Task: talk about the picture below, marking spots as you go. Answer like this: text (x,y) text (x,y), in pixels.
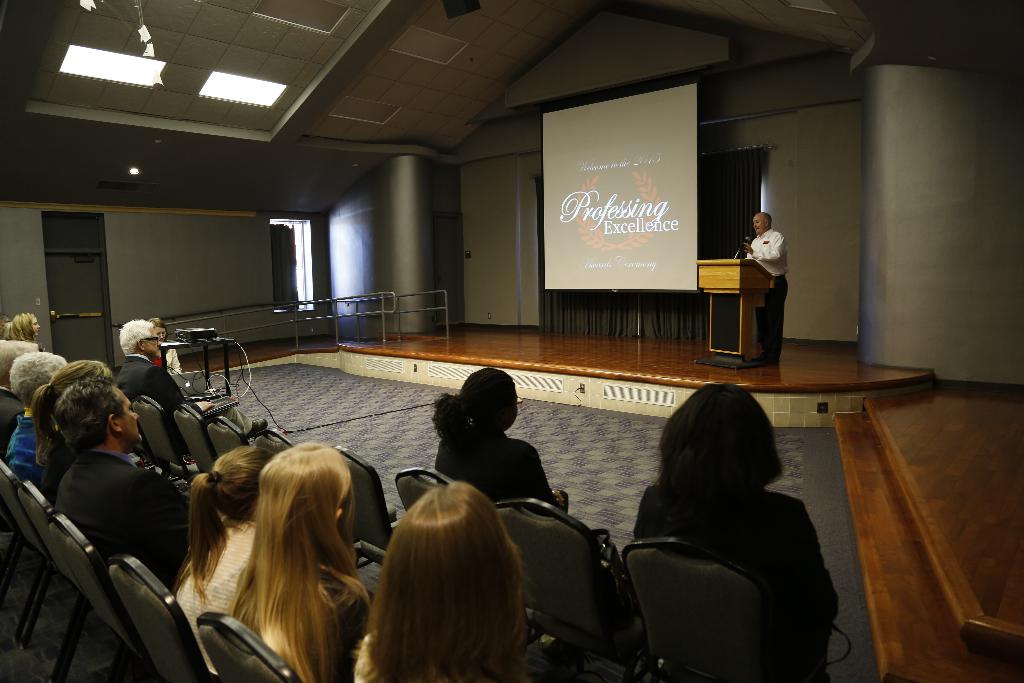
On the right side of the image (757,236) we can see a man (781,348) standing, before him there is a podium (731,275) and a mic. In the center (572,278) there is a screen (591,247) and we can see a curtain (634,306). At the bottom (159,496) there are people (249,482) sitting and we can see a projector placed on the stand (202,343). At the top (103,73) there are lights (255,88). In the background (69,312) we can see a window (307,296) and a door (90,312).
